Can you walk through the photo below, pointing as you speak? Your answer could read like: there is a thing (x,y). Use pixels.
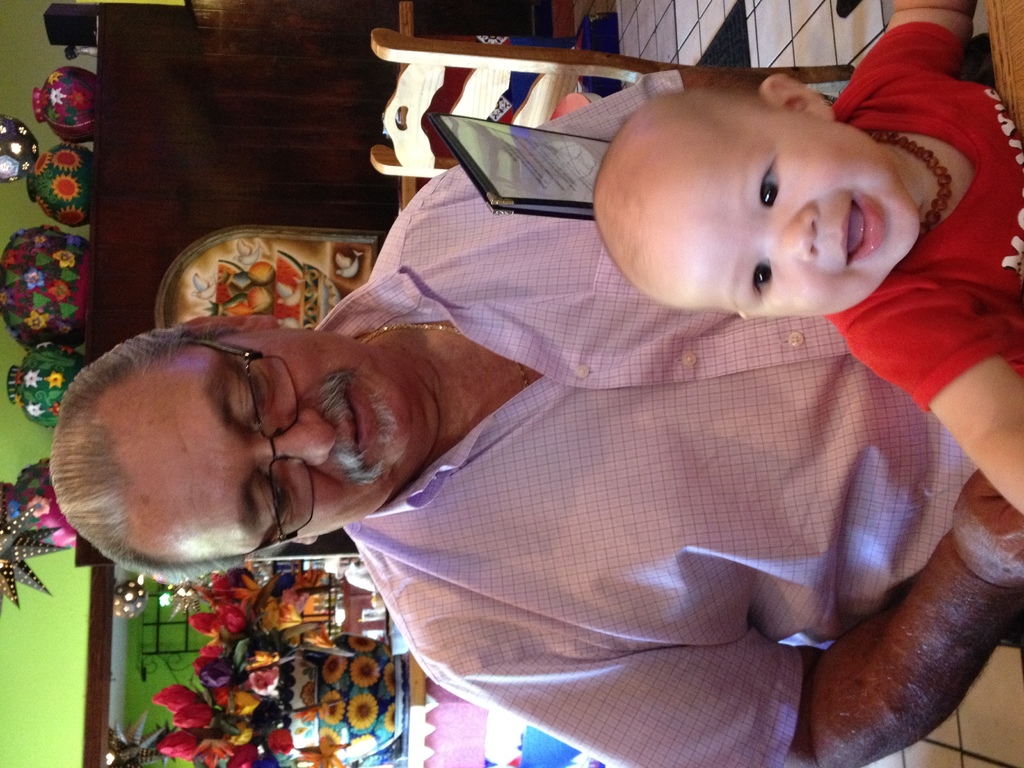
This image is in left direction. Here I can see a man (432,385) carrying a baby (862,328) and looking at the baby (837,265). The baby (827,255) is smiling. At the back of this man (314,413) there is a chair (564,80). At the bottom (329,733) there are few painted flower pots (308,701) placed on a table (419,714). On the left side (53,335) some more painted pots (30,255) are placed on a cupboard (175,133).
